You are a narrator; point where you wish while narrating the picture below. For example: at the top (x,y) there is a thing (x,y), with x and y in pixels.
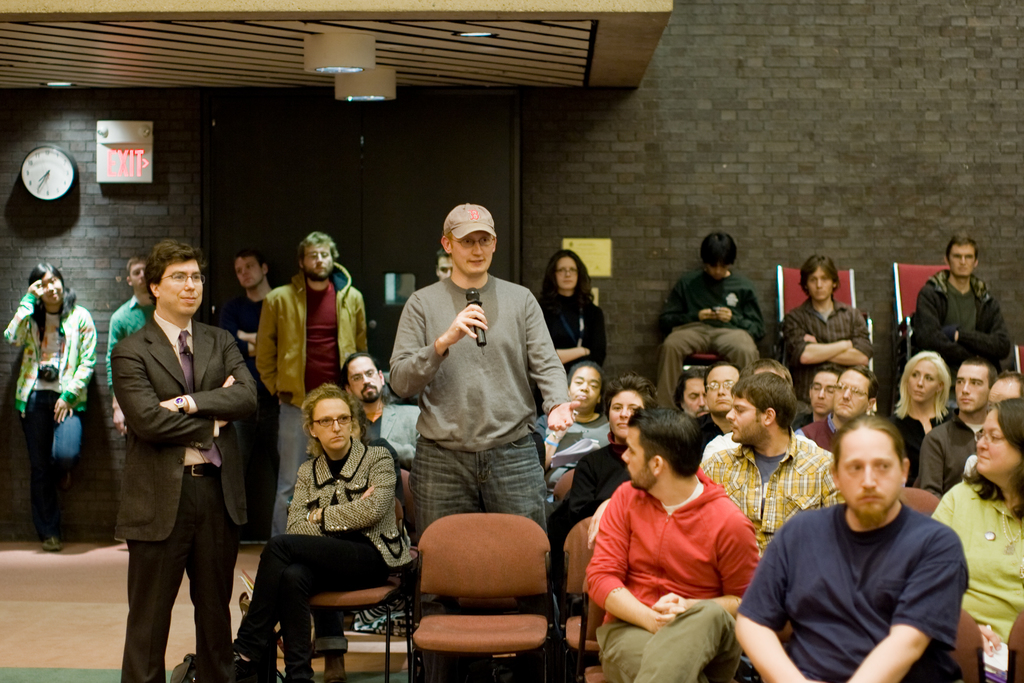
In this image I can see people (597,322) where few are standing and few are sitting on chairs (845,285). I can see here a man (440,337) is holding a mic (483,330) and wearing a cap (452,222). I can also see most of them wearing jacket (358,325). In the background (64,158) I can see a clock (65,187), few lights (345,67) and a exit board (136,176).
